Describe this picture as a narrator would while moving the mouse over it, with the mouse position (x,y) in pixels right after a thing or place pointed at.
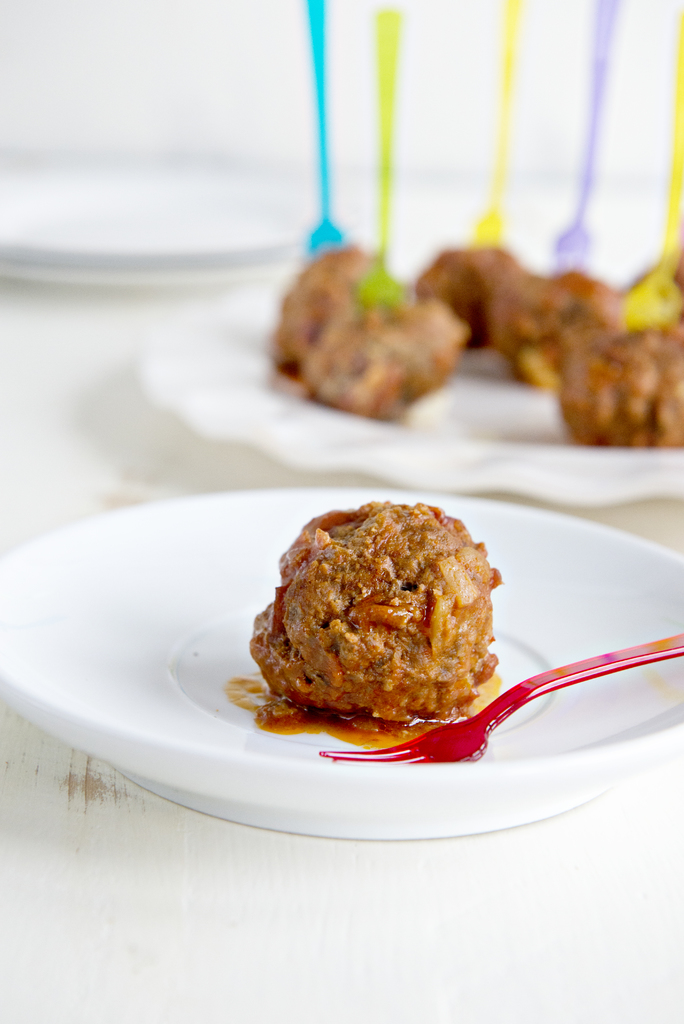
In this image we can see the baked food items (612,389) on the plates (558,617). Here we can see the forks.
